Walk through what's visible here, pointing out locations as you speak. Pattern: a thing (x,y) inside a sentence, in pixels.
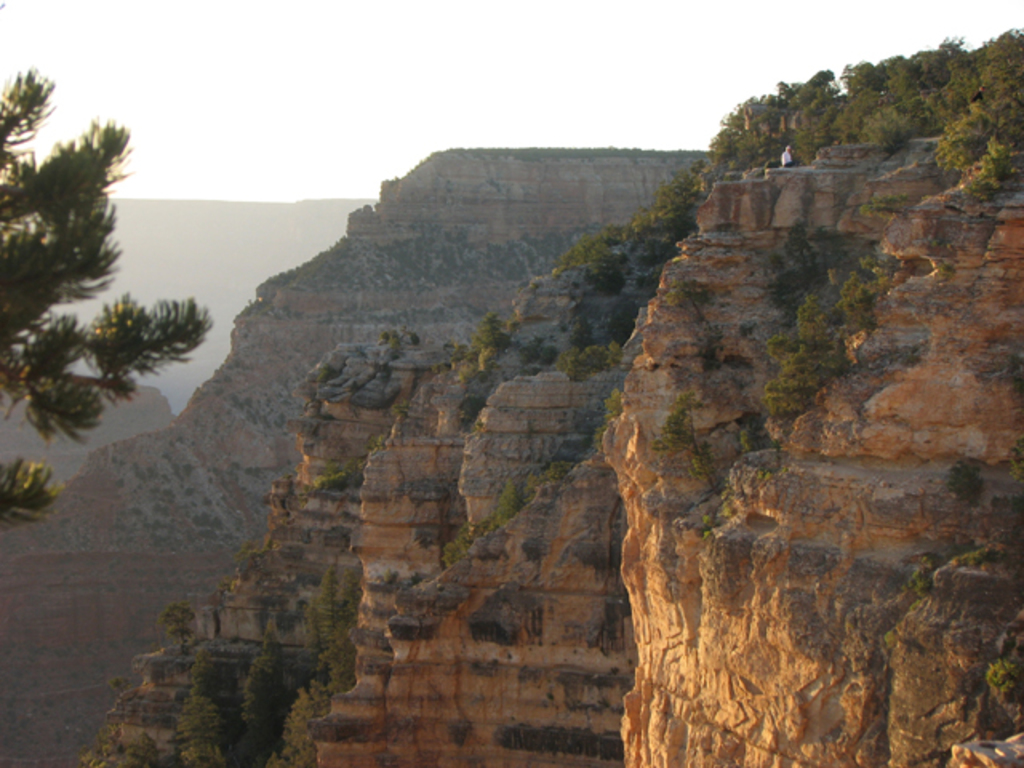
In this picture I can see the mountains (440,377). I can see trees (107,236). I can see the sky (577,72).
